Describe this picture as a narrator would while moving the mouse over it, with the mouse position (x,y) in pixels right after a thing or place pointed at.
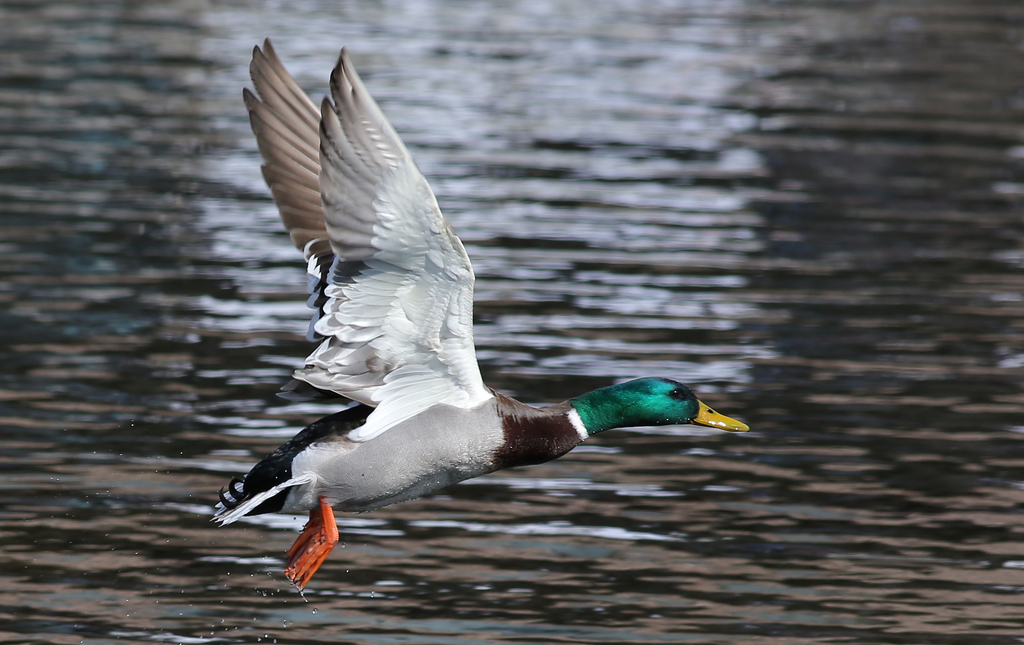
This picture shows a bird (455,383) flying. it is black white, green in color and we see water (74,110).
